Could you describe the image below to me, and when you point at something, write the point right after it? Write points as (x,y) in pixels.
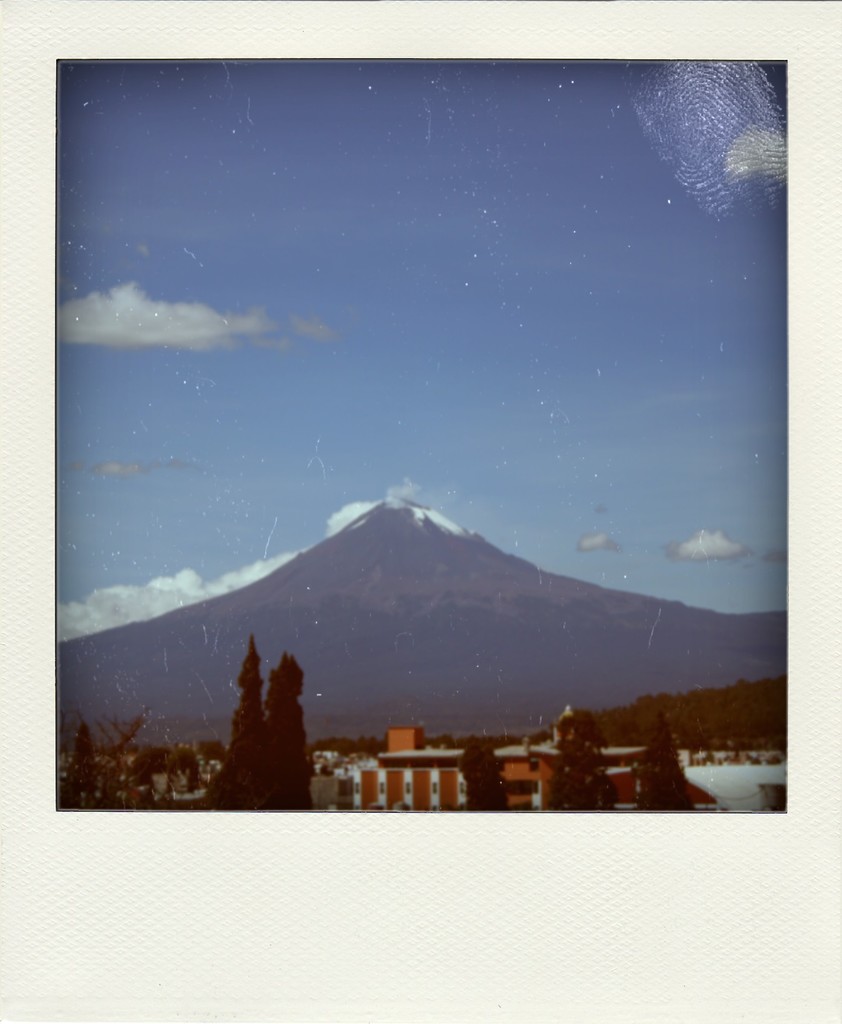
In this image we can see a photograph (685,135). In the center of the image (517,679) there is a hill (706,634). At the bottom (455,763) there are buildings (370,789) and trees (130,782). At the top (469,294) there is sky (445,278).
